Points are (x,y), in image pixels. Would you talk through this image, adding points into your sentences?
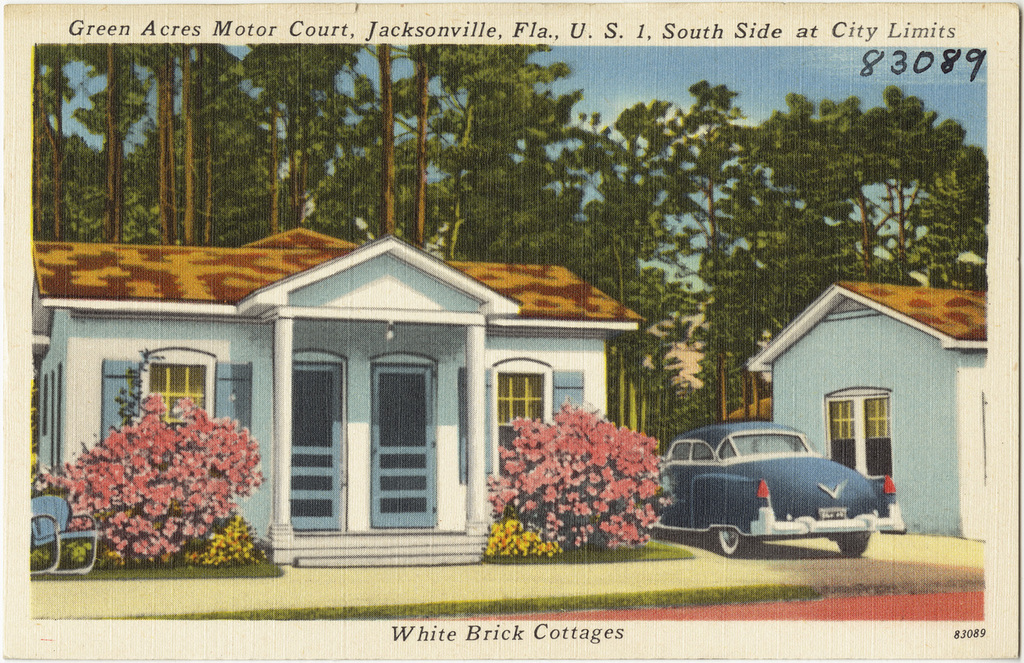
This image is a photograph. In this photo there are sheds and a car (729,549). At the bottom (136,449) we can see bushes (519,487) and there are flowers (179,483). In the background (196,51) there are trees (722,181) and sky (725,75). At the top (910,31) and bottom we can see text (499,632).
